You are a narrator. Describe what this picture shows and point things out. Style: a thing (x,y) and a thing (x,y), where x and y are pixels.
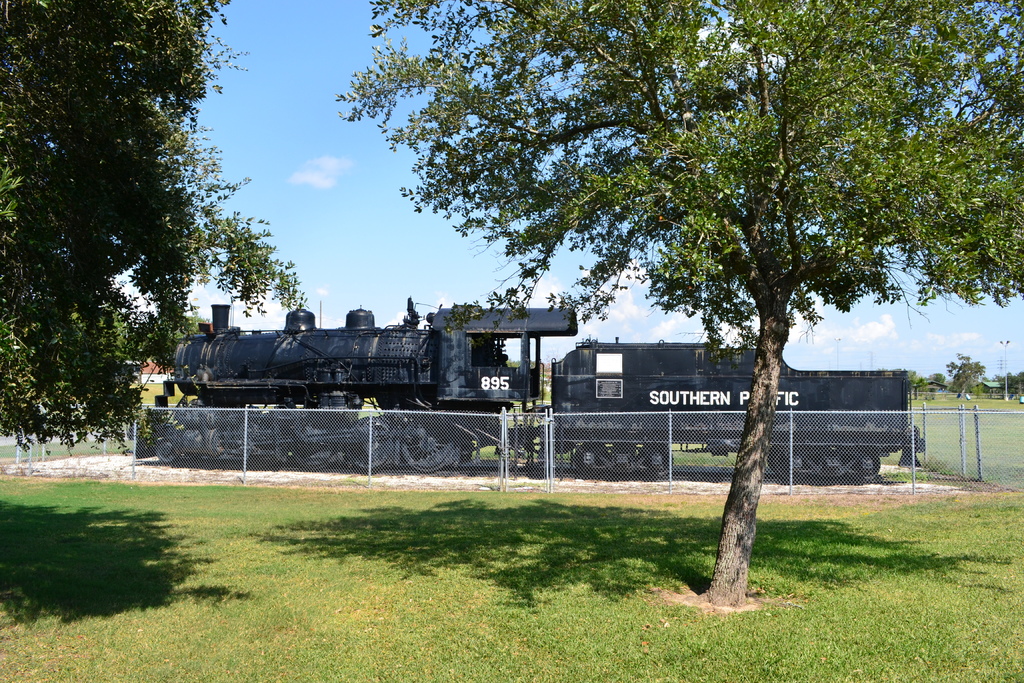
In the picture we can see a grass surface (190,574) on it, we can see two trees (24,155) and behind it, we can see fencing (112,449) and behind it, we can see a train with an engine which is black in color and written on its southern pacific and in the background (922,375) we can see many trees (980,367) and sky (970,345) with clouds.
